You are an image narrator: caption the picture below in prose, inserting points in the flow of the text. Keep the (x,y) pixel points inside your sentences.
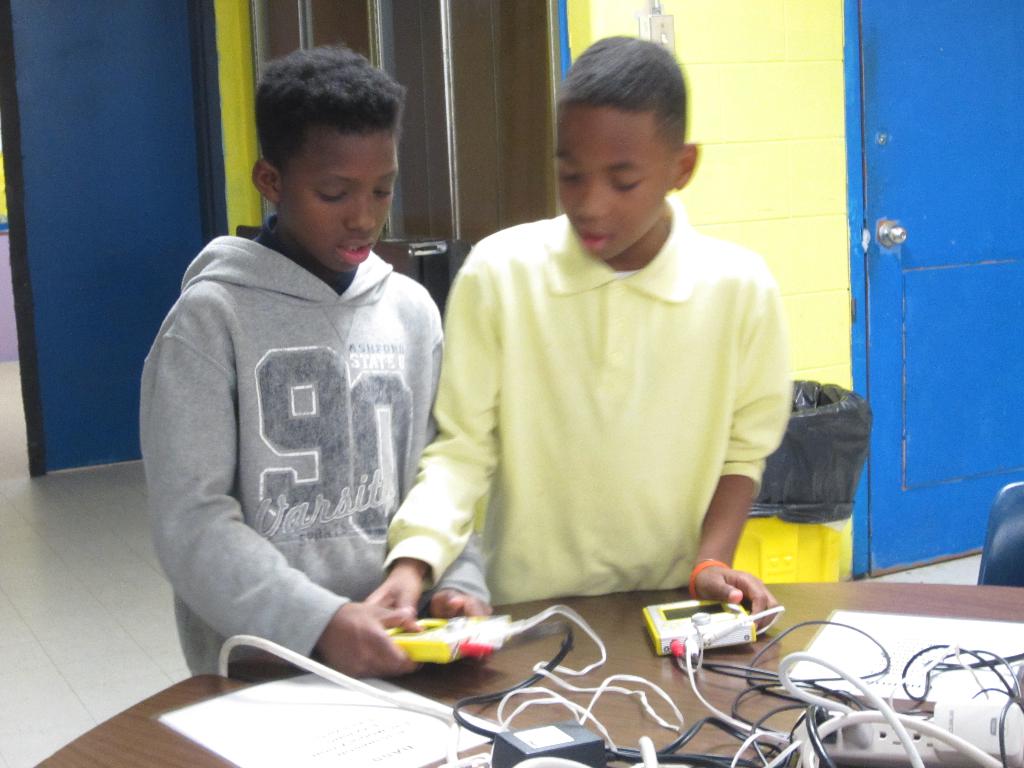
In the picture we can see two boys (282,550) are standing near the table (785,604), and they are holding some electrical objects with wires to it and in the background (891,563), we can see the wall (806,120) with a door (879,496) and a dustbin (843,474) near it.
